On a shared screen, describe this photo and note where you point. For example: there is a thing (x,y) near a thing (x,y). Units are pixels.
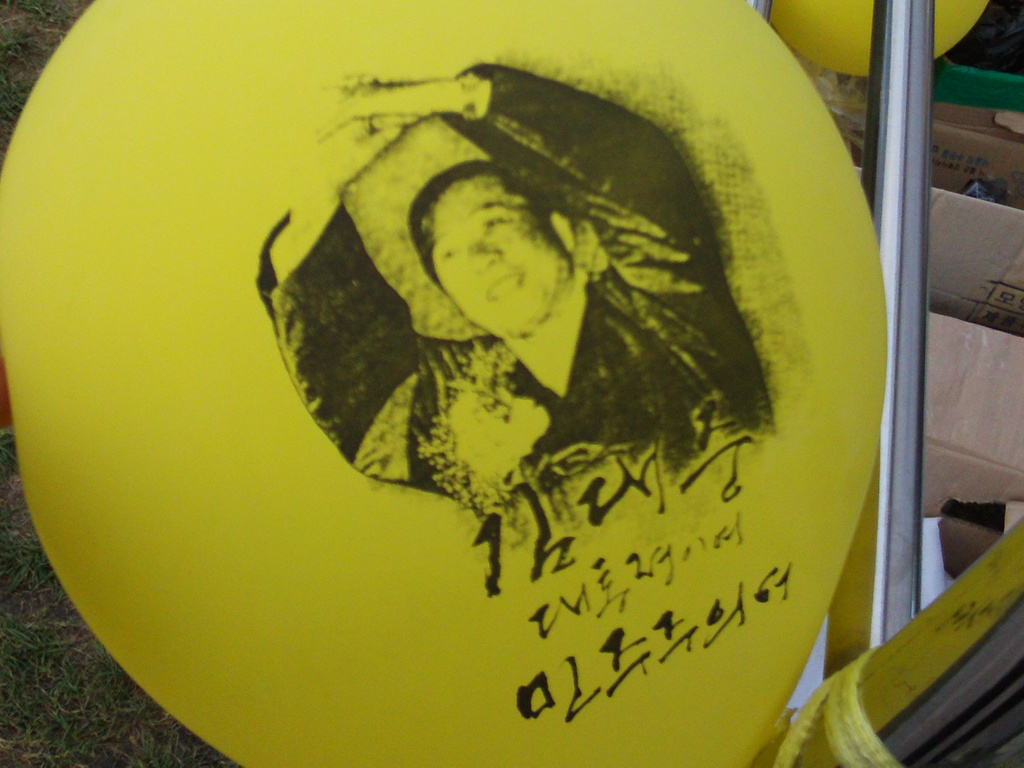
In this image we can see a yellow color balloon (383,212). On that there is an image of a person (436,390) and something is written. On the right side (872,198) there is a steel rod (897,118) and there are boxes (972,405).
